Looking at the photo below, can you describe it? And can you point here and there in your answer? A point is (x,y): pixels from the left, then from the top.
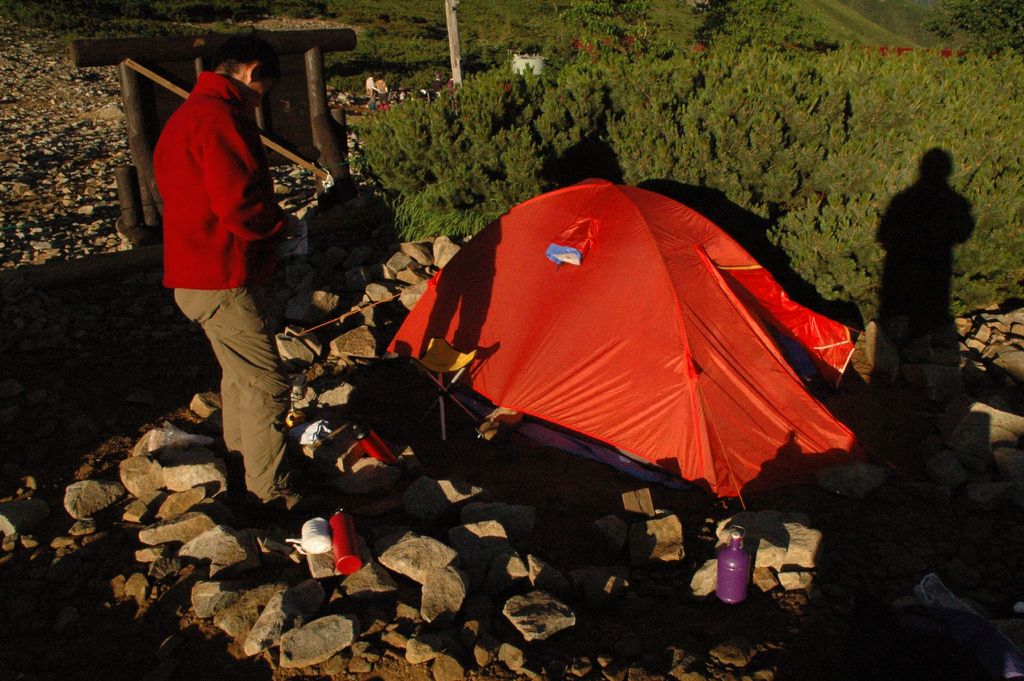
There is a person (224,287) standing. On the ground (300,510) there are bottles (733,584) and rocks (709,592). Also there is a tent (547,326). In the back (490,110) there are trees (602,57).
